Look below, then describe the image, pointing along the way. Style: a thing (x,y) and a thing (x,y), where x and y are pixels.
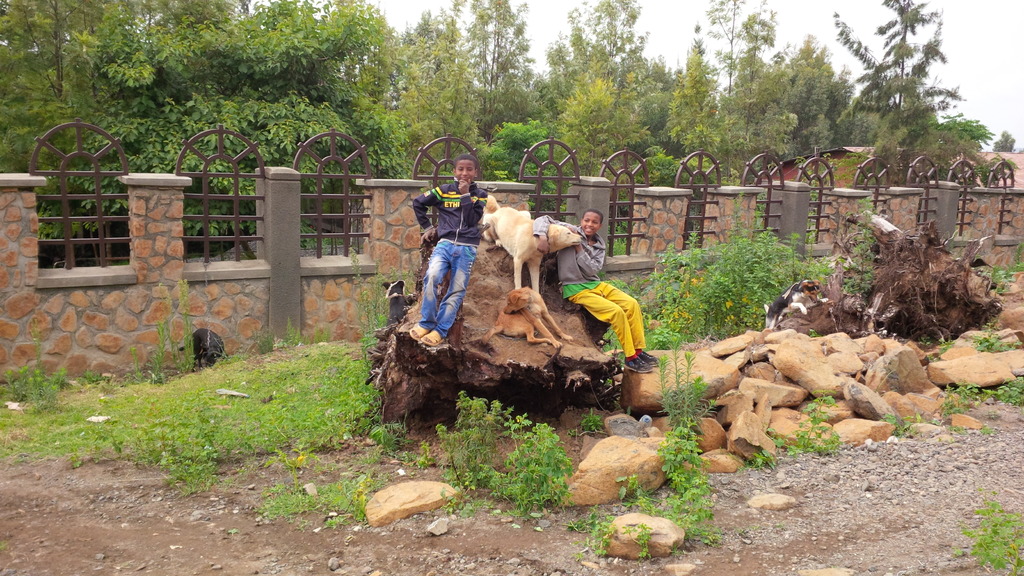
In the center of the picture (463,213) there are two kids (580,266) and two dogs (530,248) on the trunk (482,323) of a tree (482,323). On the right (755,330) there are plants (757,277), stones (715,400), a dog (794,289) a trunk (881,286). On the left (181,381) there are plants (240,432) and grass (190,418). In the center of the picture (393,232) there is a wall (15,266), behind the wall (285,187) trees (526,124), sky (677,54) is cloudy.
